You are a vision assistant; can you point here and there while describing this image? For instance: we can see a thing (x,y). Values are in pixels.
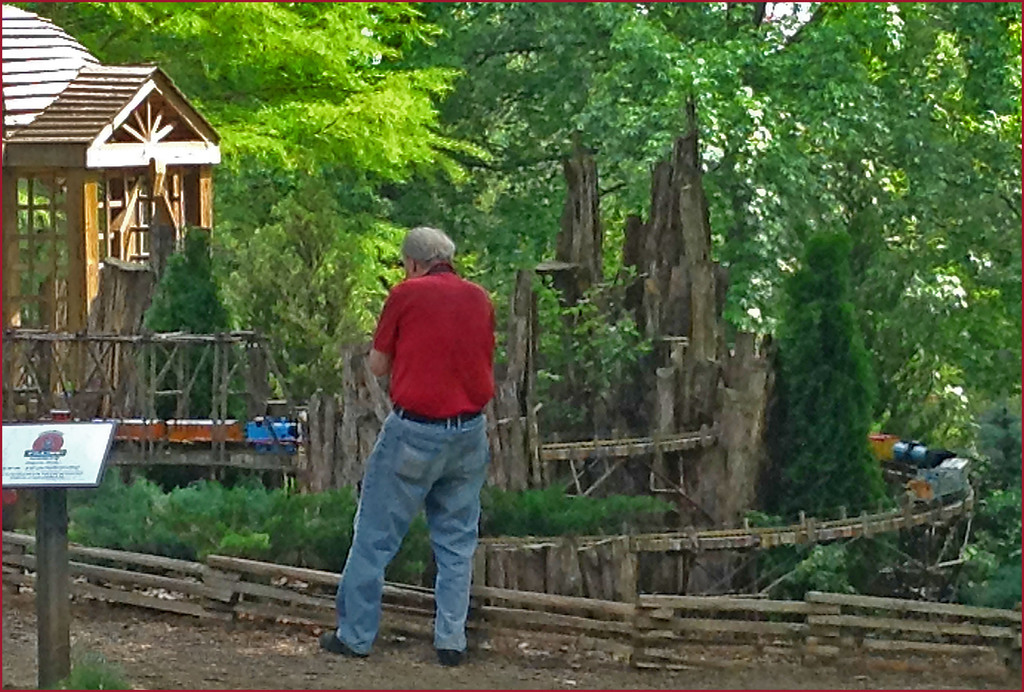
There is a person (447,461) standing. Near to him there is a small wooden fencing (682,602). On the left side (49,579) there is a pole (44,563) with board (59,458). In the back (841,511) there is a wooden building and trees (927,433).
